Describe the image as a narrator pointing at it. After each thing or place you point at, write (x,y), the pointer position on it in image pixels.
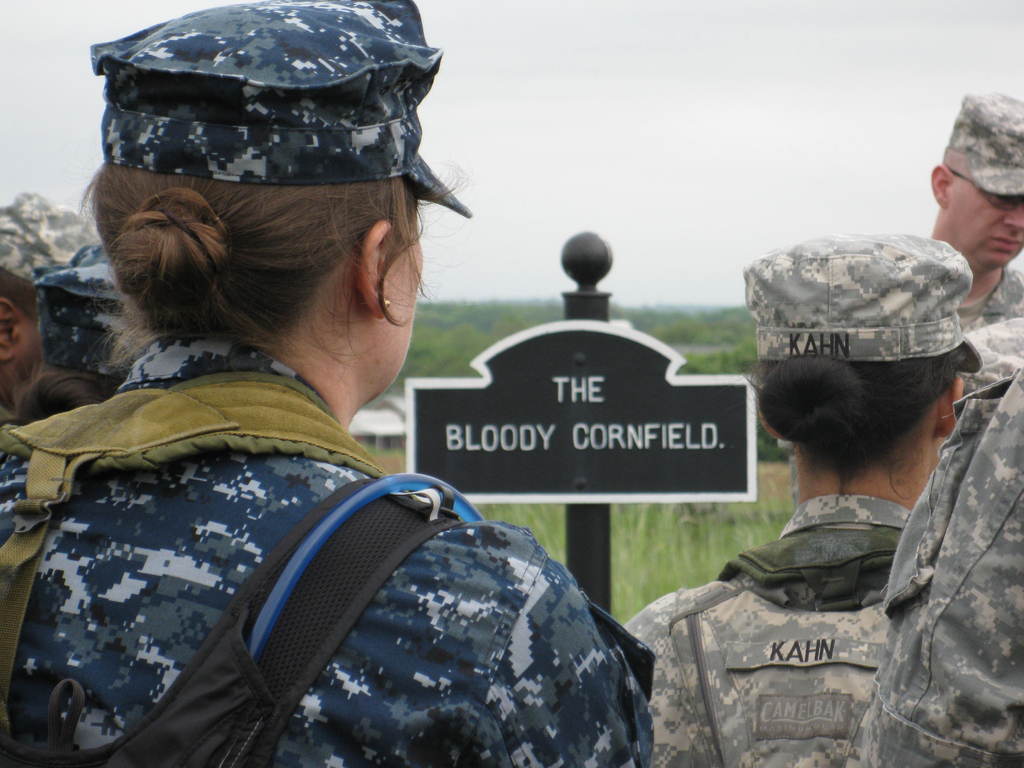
In this image we can see military officers (835,494), there is a board (580,374) with text (669,441) on it, also we can see the sky (638,159), and the background (616,142) is blurred.
